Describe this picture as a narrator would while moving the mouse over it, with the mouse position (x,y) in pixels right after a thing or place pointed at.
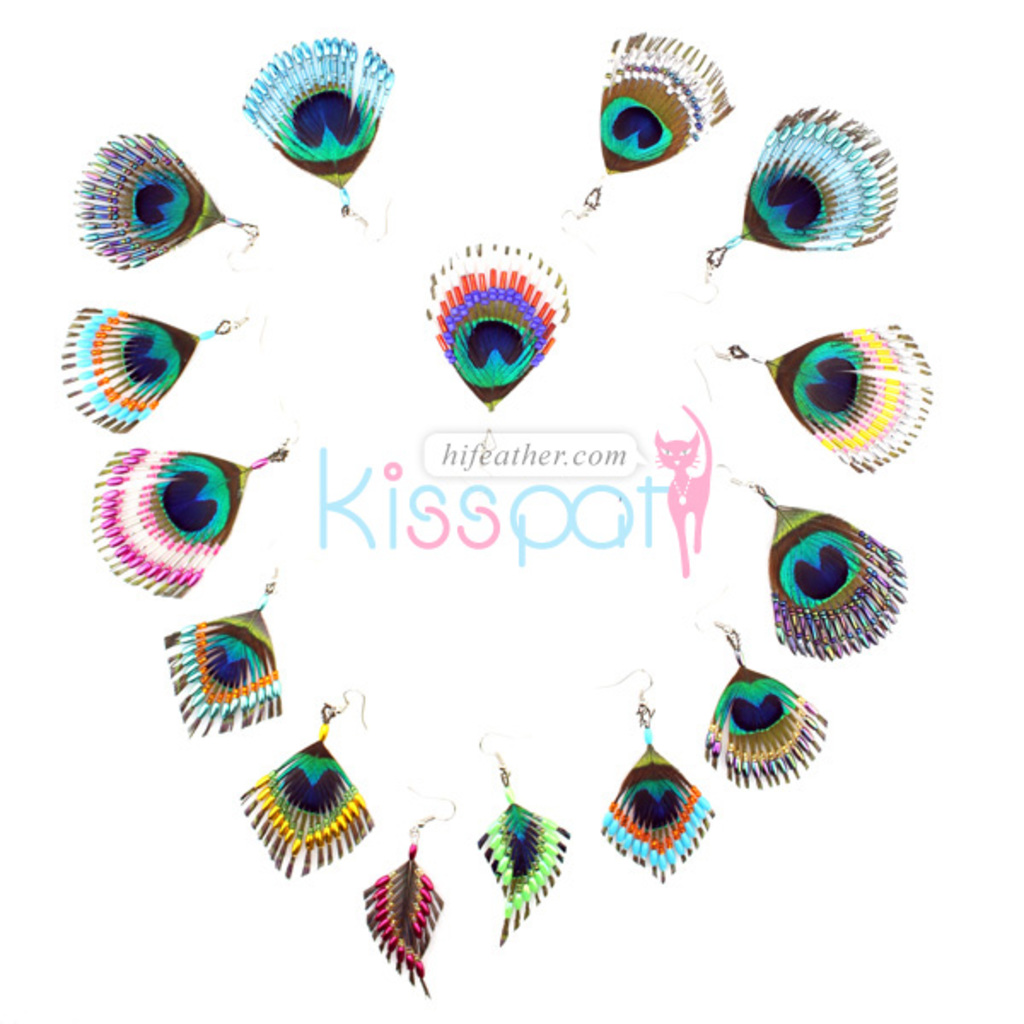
In this image, we can see earrings (135,246), information (544,527) and animal figure (689,506).
